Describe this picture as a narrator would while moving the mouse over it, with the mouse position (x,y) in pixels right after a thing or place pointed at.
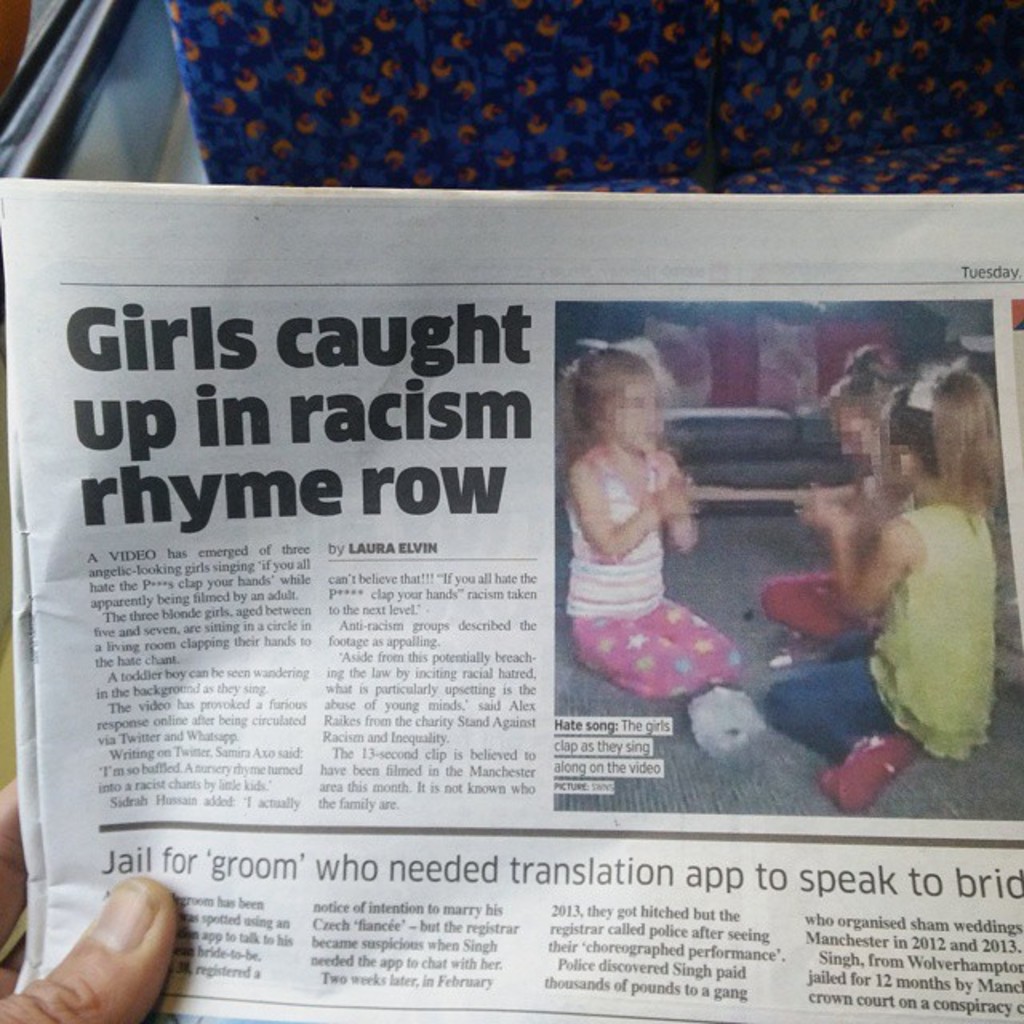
The picture consists of a person (134,902) holding a newspaper (363,443), in the paper (345,556) we can see text (274,587) and kids (939,582). At the top (307,120) there is a violet color object (397,124). At the top left (100,82) there is an iron object (67,90).
